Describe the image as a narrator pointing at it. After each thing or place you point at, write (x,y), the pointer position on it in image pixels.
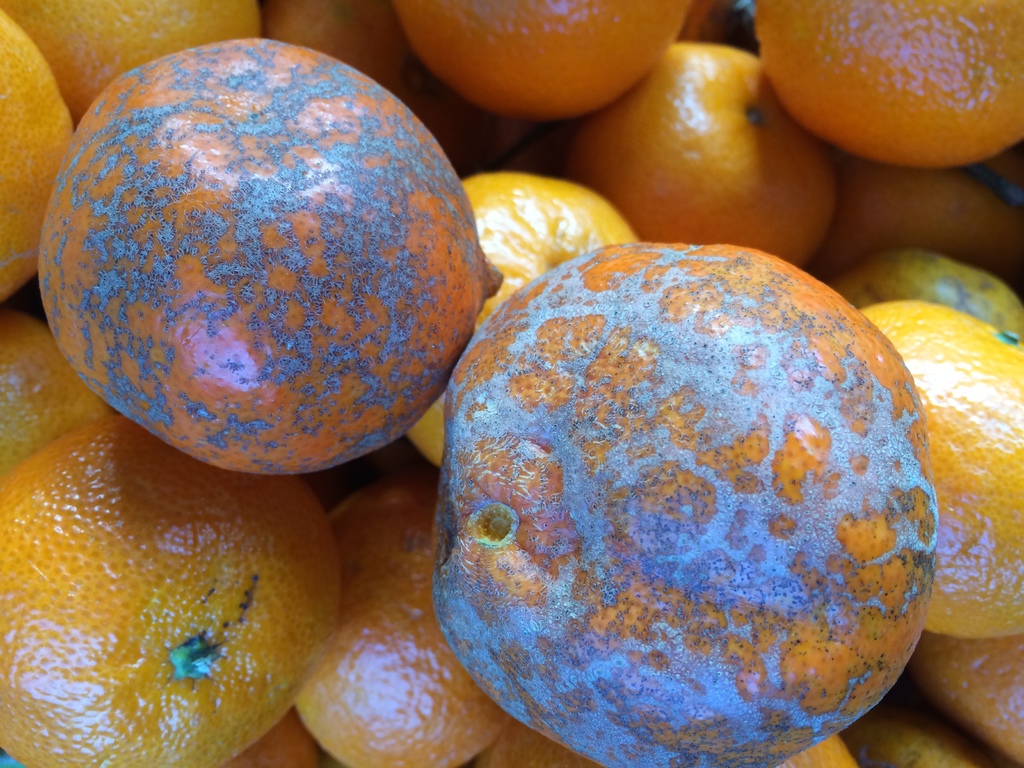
This image contains few orange fruits (498,173). Bottom of the image (715,655) there some blue color spots (669,520) on the orange fruit (691,494).
